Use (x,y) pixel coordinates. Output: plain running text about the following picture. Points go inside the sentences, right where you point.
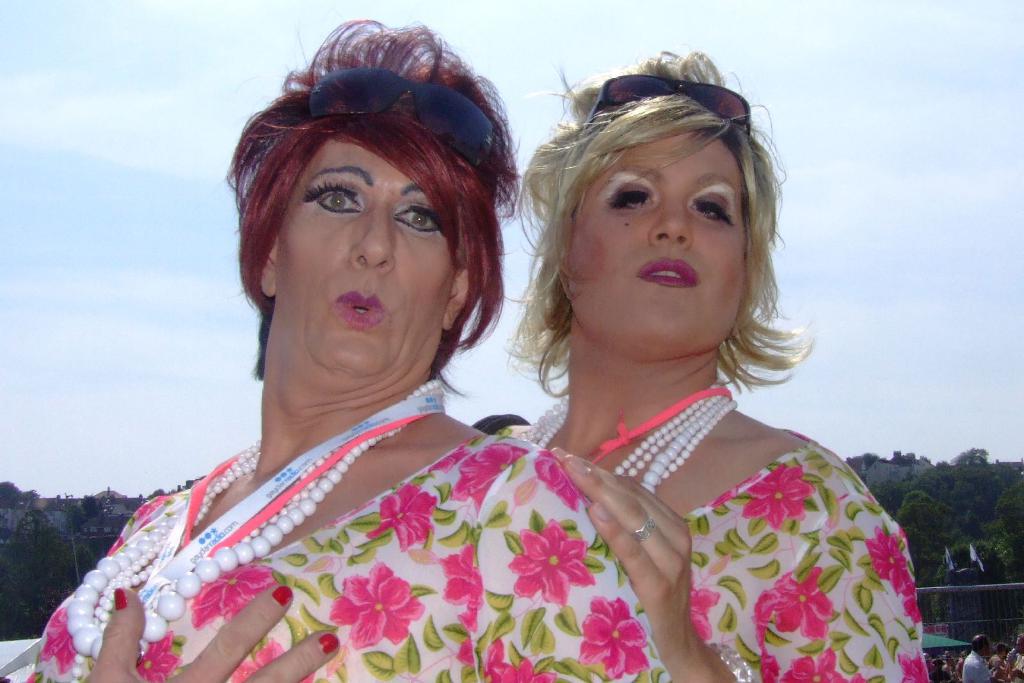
In the foreground of the picture (298,358) I can see two women (485,138). They are wearing the similar dressing clothes (438,532) and I can see the pearl chain necklace (329,480) on their neck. I can see the trees (992,544), metal fence (956,604) and a few persons (950,666) on the bottom right side of the picture (1008,613). There are clouds (104,148) in the sky (133,184).
